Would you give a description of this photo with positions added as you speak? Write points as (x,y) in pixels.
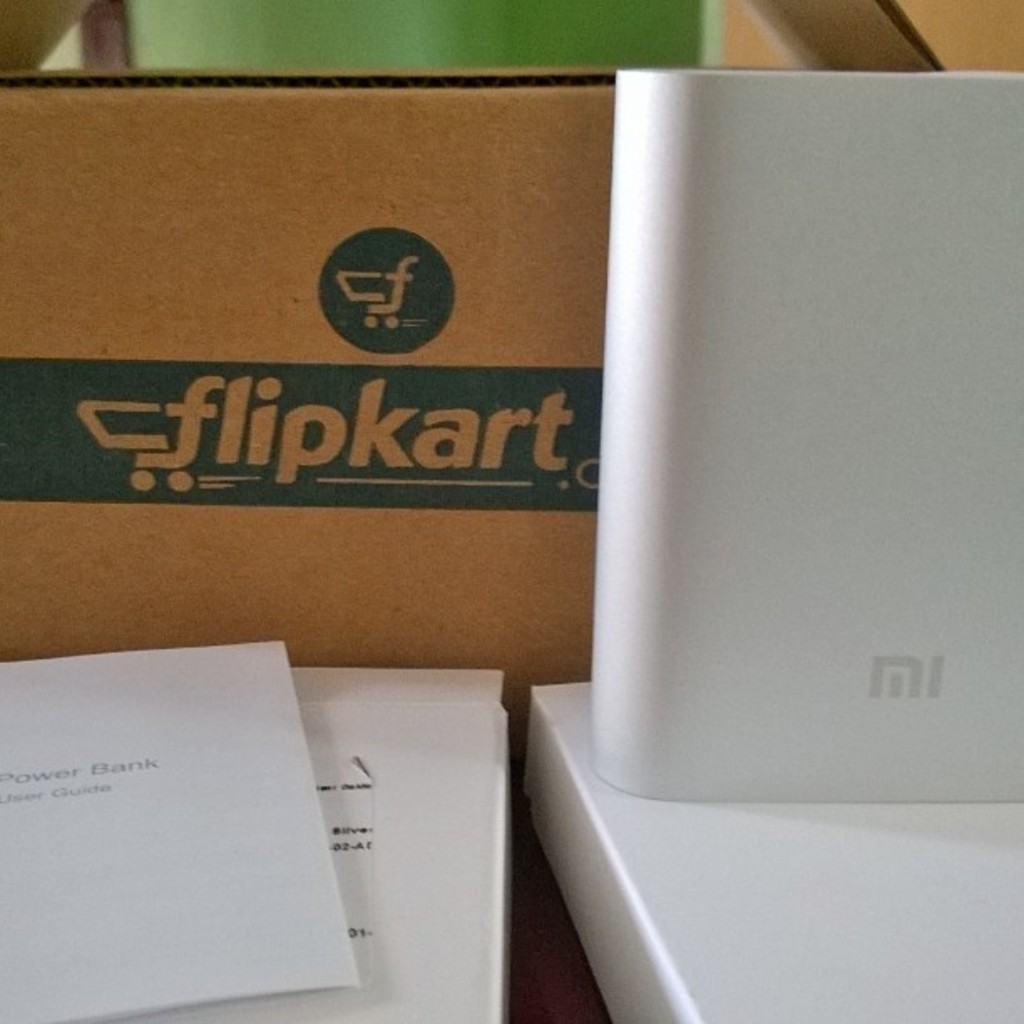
In this image there are boxes (365,804), flipkart cardboard box (395,416) and an MI power bank (636,291).
